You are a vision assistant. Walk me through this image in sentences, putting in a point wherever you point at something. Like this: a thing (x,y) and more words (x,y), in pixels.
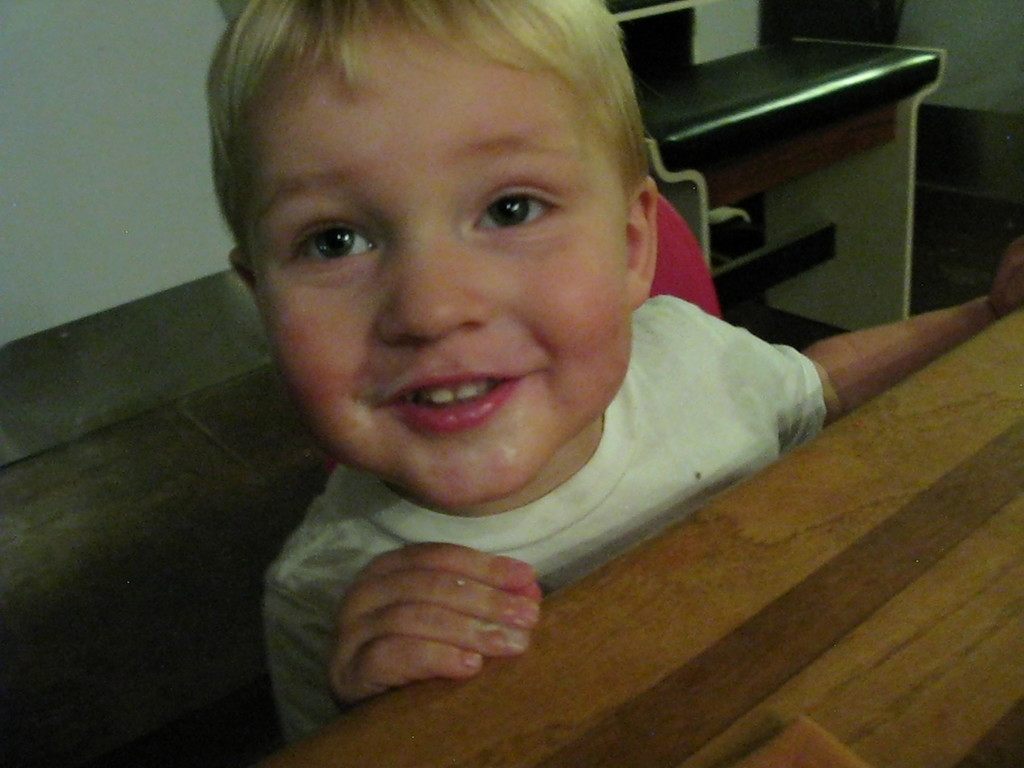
In this image we can see a boy (471,559) smiling and sitting on the chair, in front of him we can see a table (466,719), behind him we can see the other table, in the background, we can see the wall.
